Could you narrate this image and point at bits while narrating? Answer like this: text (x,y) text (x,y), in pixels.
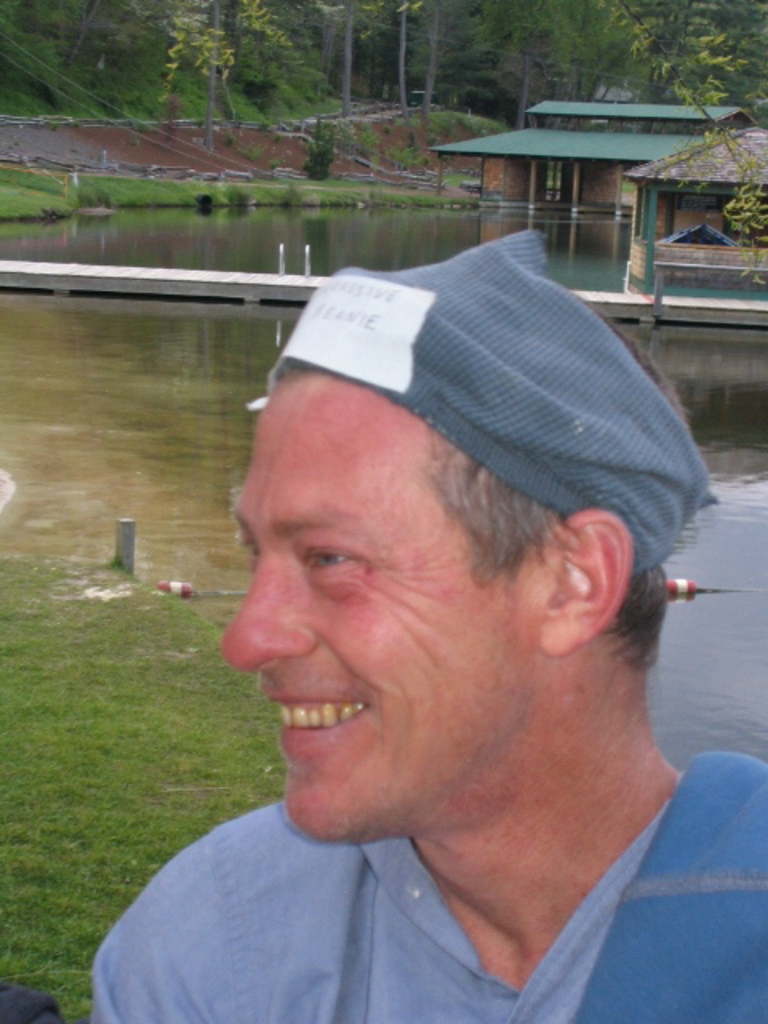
In this image there is a man (510,699) smiling, behind him there is a lake (656,670) and wooden houses (588,146) beside them, also there are so many trees (748,29) at the back (120,27).
